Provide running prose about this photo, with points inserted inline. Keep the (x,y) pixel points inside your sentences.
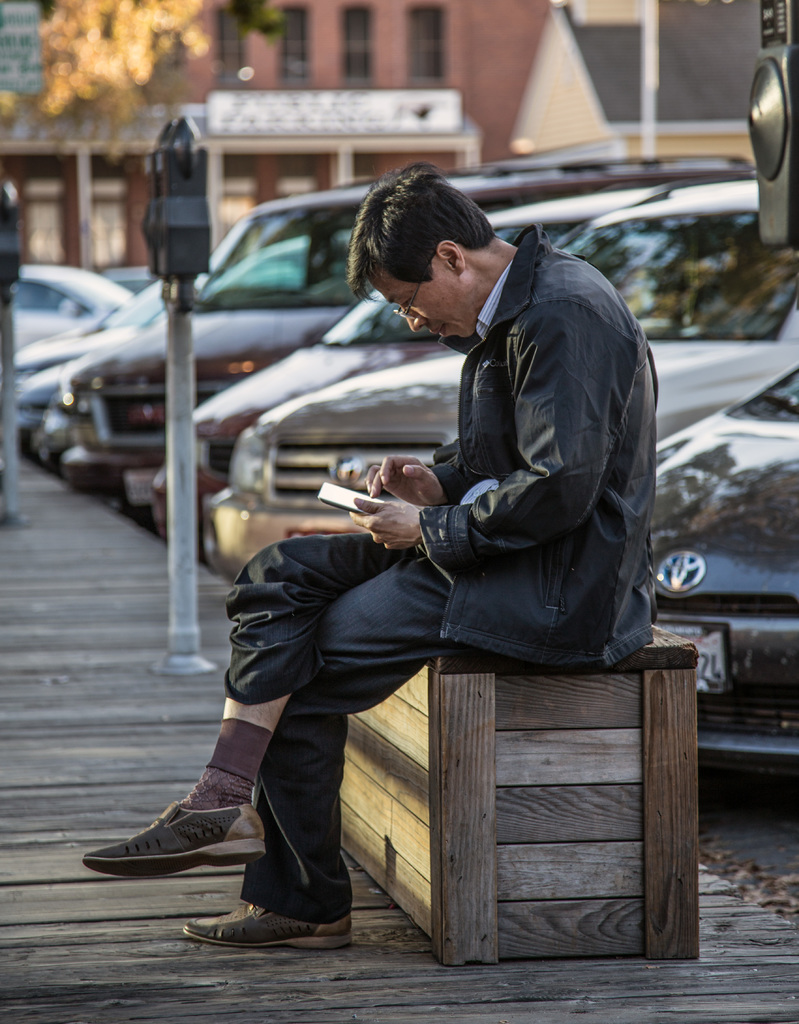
In this picture there is a man (540,275) who is sitting on the wooden bench (514,896) in the center of the image (474,459), there are cars (312,515) behind him and there is a pole (17,461) on the left side of the image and there are buildings (479,90) and trees (152,75) at the top side of the image (448,85).
